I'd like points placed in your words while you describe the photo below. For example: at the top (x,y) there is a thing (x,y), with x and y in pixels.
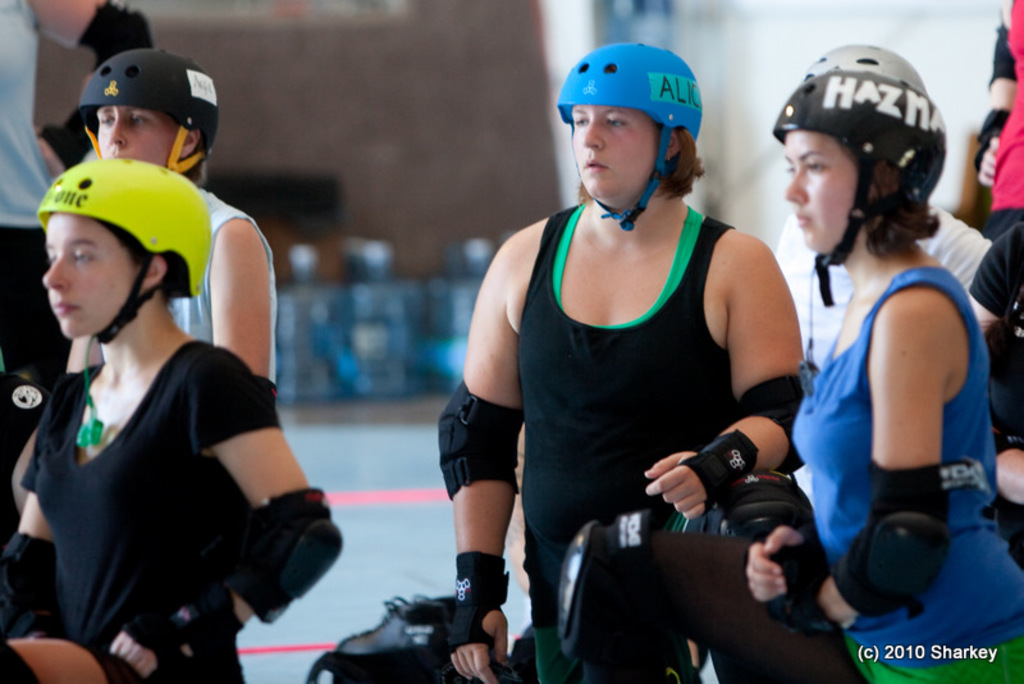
In the center of the image (675,390) we can see a few people (858,320) are in different costumes (689,528). And we can see they are wearing helmets (915,171). At the bottom right side of the image (976,653), we can see some text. In the background (477,215) there is a wall (536,109) and a few other objects (304,0).
